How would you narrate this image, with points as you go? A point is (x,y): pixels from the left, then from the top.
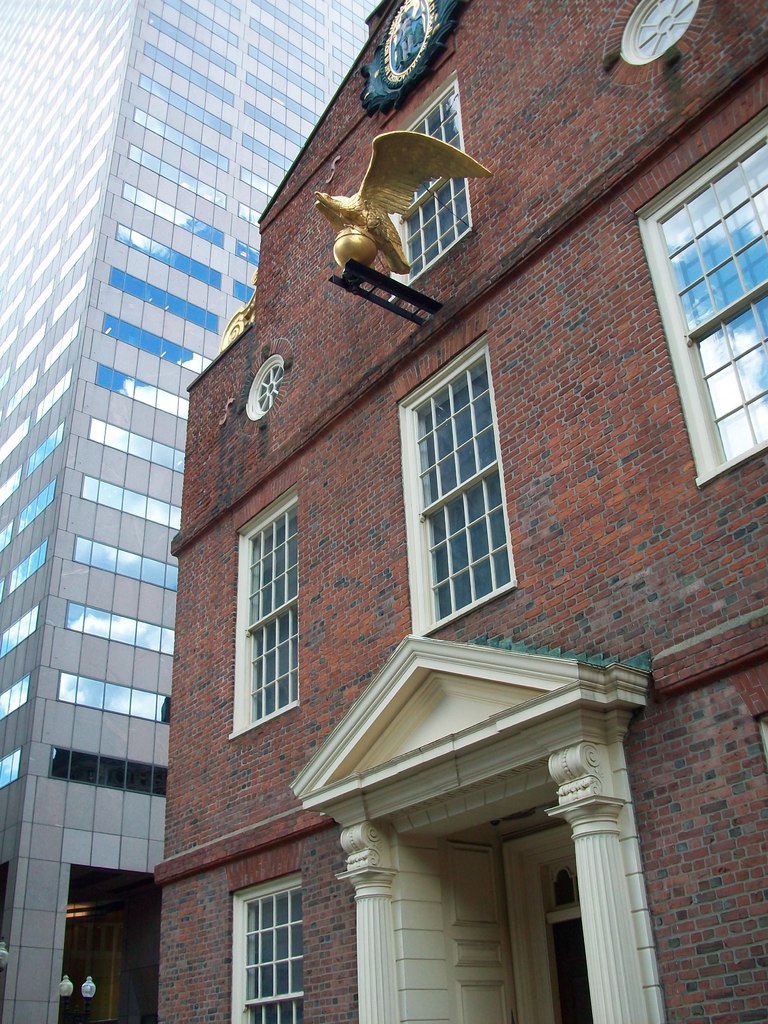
In this image we can see the buildings (163,327) with windows (450,604) and there is a statue (366,220) with stand (381,280) attached to the wall (515,368). And we can see a design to the wall (328,256).
